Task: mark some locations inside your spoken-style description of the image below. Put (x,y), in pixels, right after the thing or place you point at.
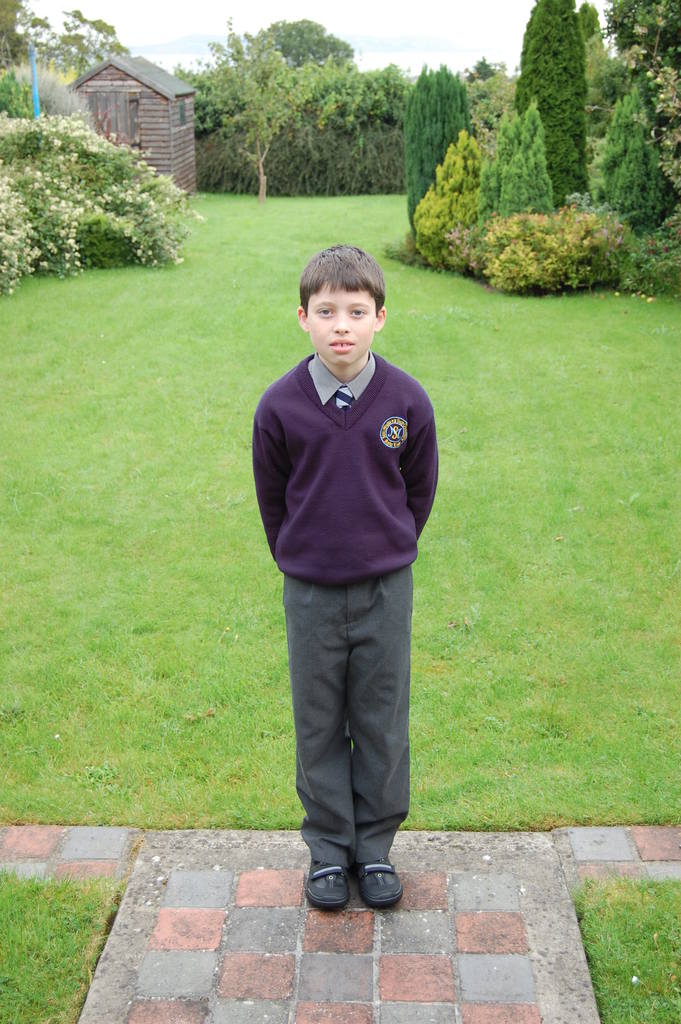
In this picture we can see a boy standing on the ground (357,909) and at the back of him we can see the grass (270,277), shed (152,117), trees (398,112) and in the background (308,17) we can see the sky (197,15).
